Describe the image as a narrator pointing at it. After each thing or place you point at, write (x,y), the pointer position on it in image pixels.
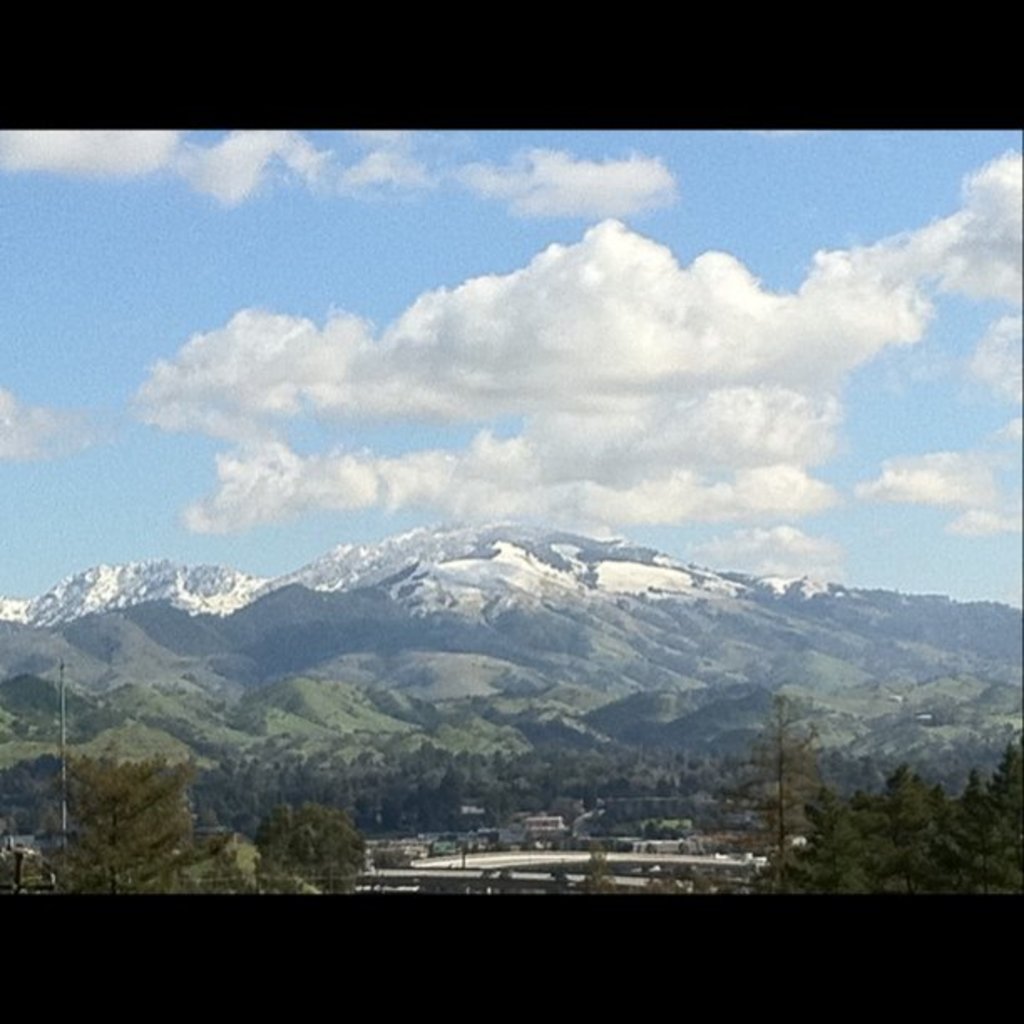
In this picture, we can see a pole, trees (557,789), hills (91,662), some items (497,877) and a cloudy sky (18,407).
